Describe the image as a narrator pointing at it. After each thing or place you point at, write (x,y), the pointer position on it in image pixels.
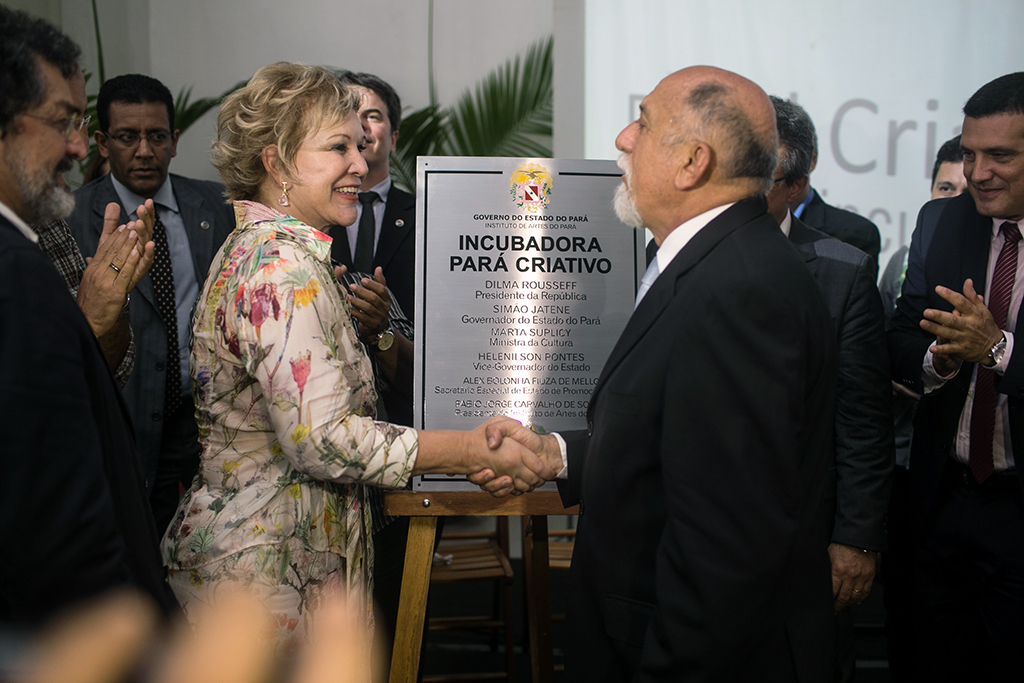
In this image I can see there are group of persons (800,297) visible and I can see a table (446,507), on the table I can see a board (452,194) and leaves (480,99) of plants (518,81) and the wall (566,49) and I can see there are two persons (343,474) giving hand shake to each other and at the bottom (226,635) I can see fingers (100,635).
